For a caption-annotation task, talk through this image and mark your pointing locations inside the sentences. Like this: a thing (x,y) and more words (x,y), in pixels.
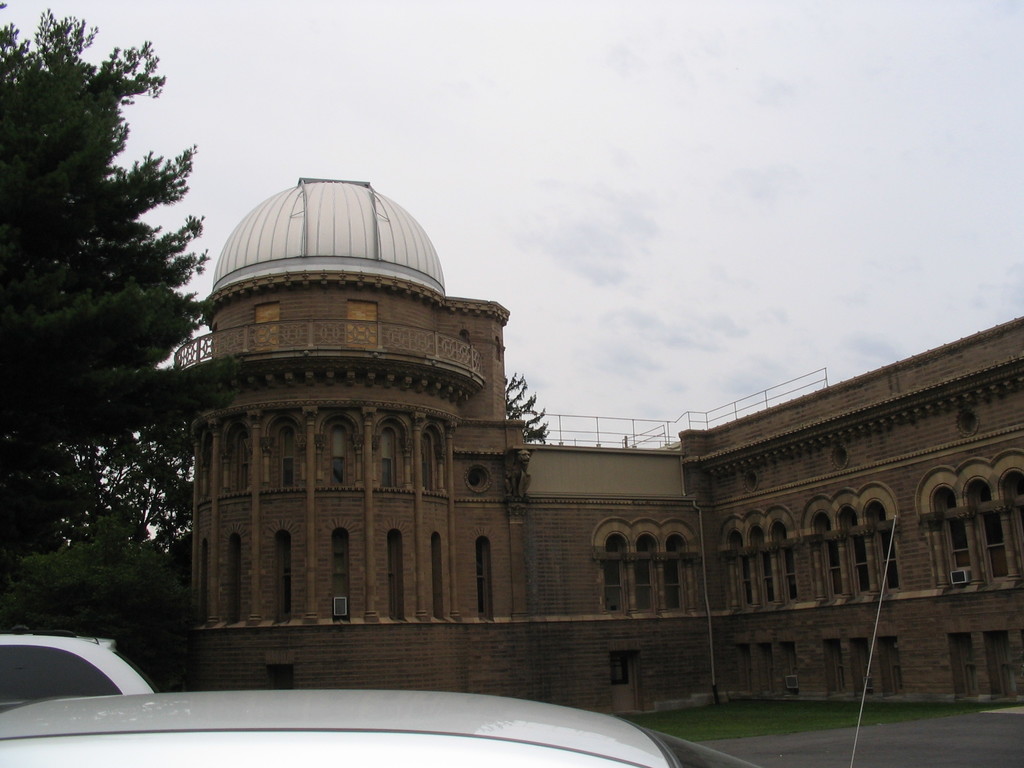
In the center of the image (600,509) we can see building (330,603). At the bottom of the image (16,719) we can see cars (608,720) on the road (789,750). In the background (516,204) we can see trees (32,200) and sky (509,138).
